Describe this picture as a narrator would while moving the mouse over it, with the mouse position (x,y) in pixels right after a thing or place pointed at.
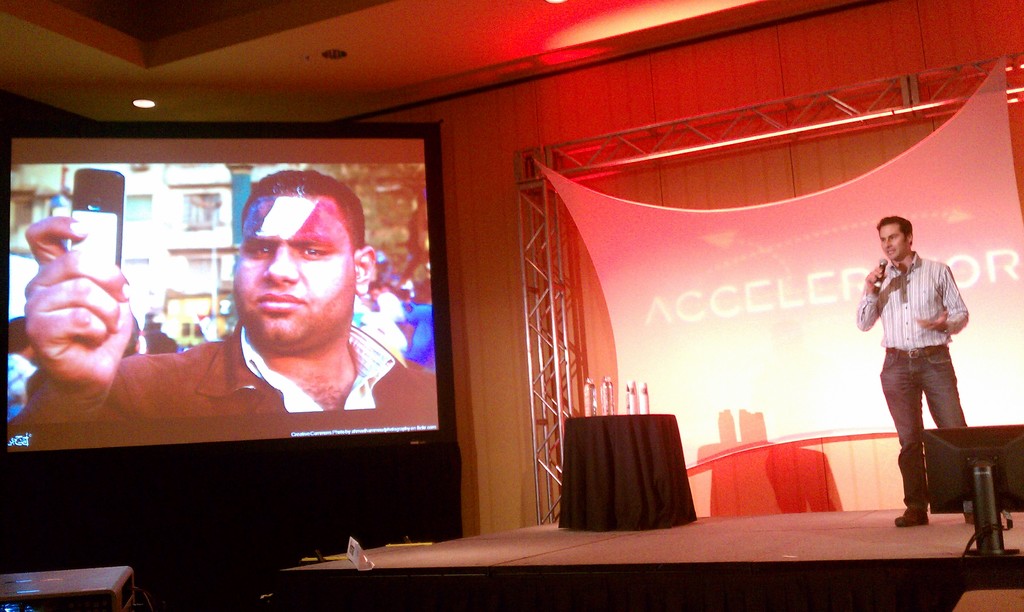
In this image there is a man (906,364) standing on the dais (694,542). He is holding a microphone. Beside him there is a table (597,474). There are bottles (611,396) on the table (630,428). Behind him there is a banner (743,276) with text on the wall (704,179). To the left (48,420) there is a projector board (145,205). There are images (173,380) displayed on the board (234,302). In the image there is a man (249,336) holding a mobile phone (105,210). In the bottom left (110,577) there is a projector (72,595). In the bottom right (941,498) there is a monitor (976,479). At the top (156,101) there are lights (141,101) to the ceiling (262,78).
